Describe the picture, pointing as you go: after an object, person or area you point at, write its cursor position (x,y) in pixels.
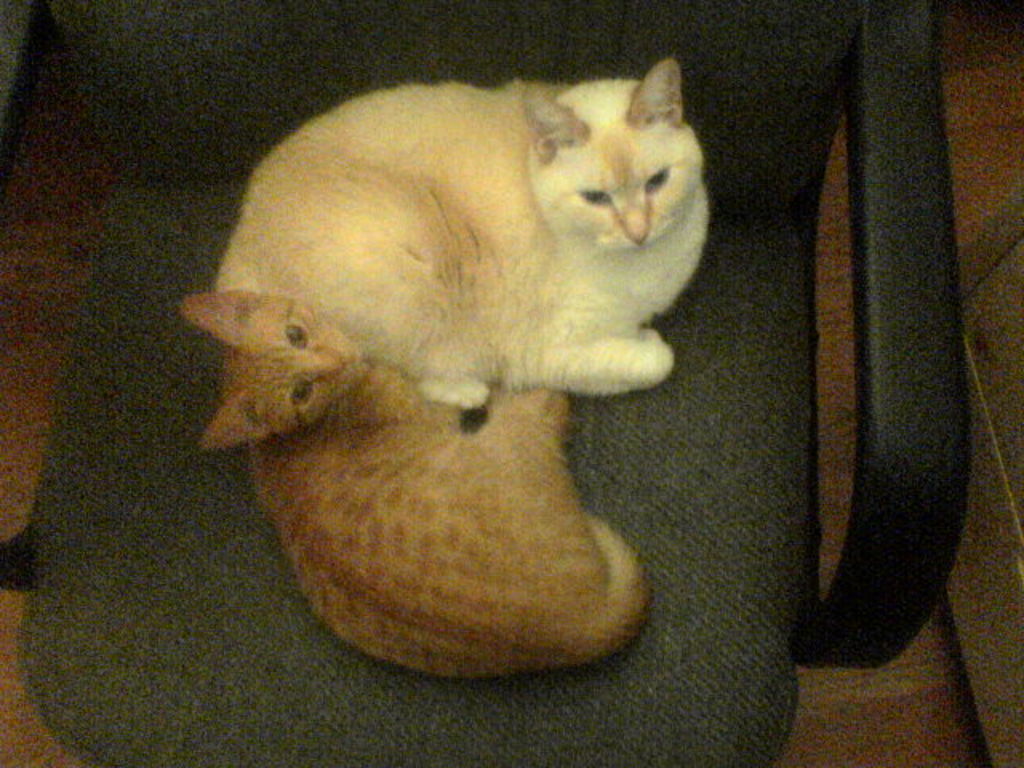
In this image in the center (432,368) there are two cats (453,466) sitting on a chair (783,258), and on the right side (986,417) there is one table (1009,586). At the bottom (816,687) there is floor (813,707).
